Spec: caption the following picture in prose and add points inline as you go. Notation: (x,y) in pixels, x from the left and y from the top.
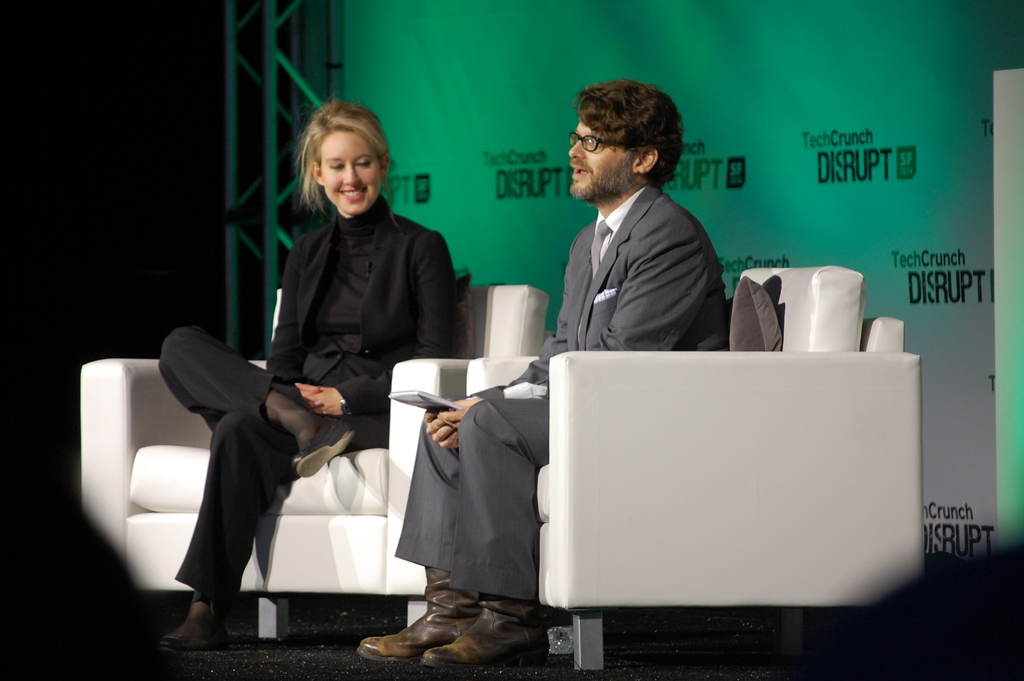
In this picture I can see a man (662,296), woman (204,346) sitting on the chairs (370,463), a man (584,341) is holding book (432,405), behind we can see a banner (775,160).
